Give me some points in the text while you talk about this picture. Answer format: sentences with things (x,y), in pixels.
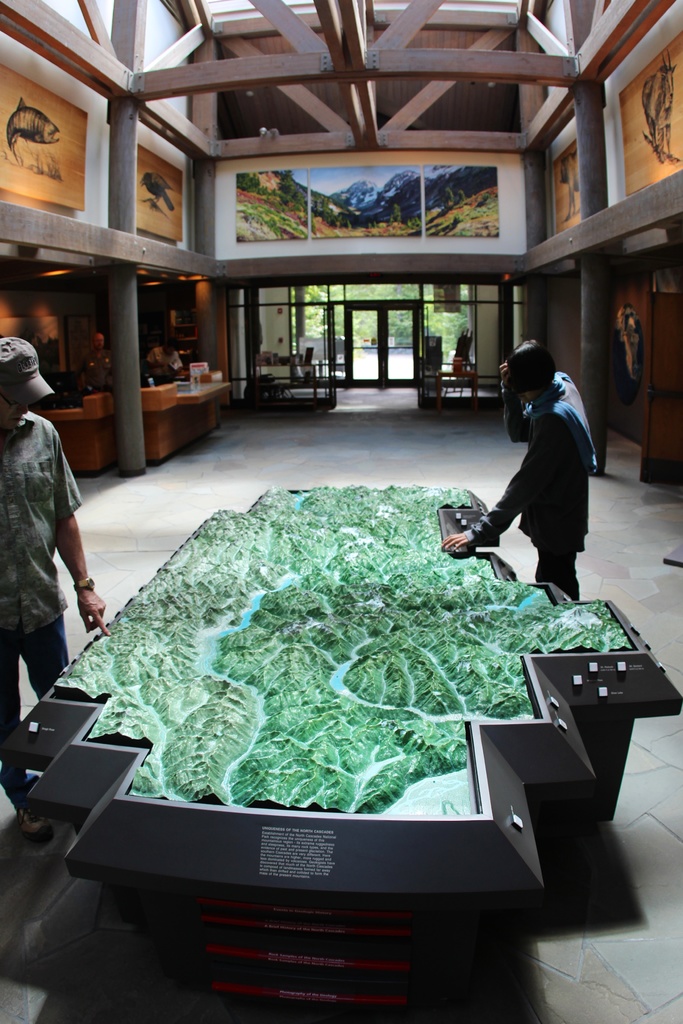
In this image there are some people (72,512) and in the center (304,578) there is some object (401,606), and in the background (225,331) there are some poles (537,342), glass windows (420,303), boards (665,154) and some wooden sticks (46,41) and some other objects (641,330). At the bottom (587,872) there is floor (601,823), and at the top (239,44) there is ceiling (413,57).
